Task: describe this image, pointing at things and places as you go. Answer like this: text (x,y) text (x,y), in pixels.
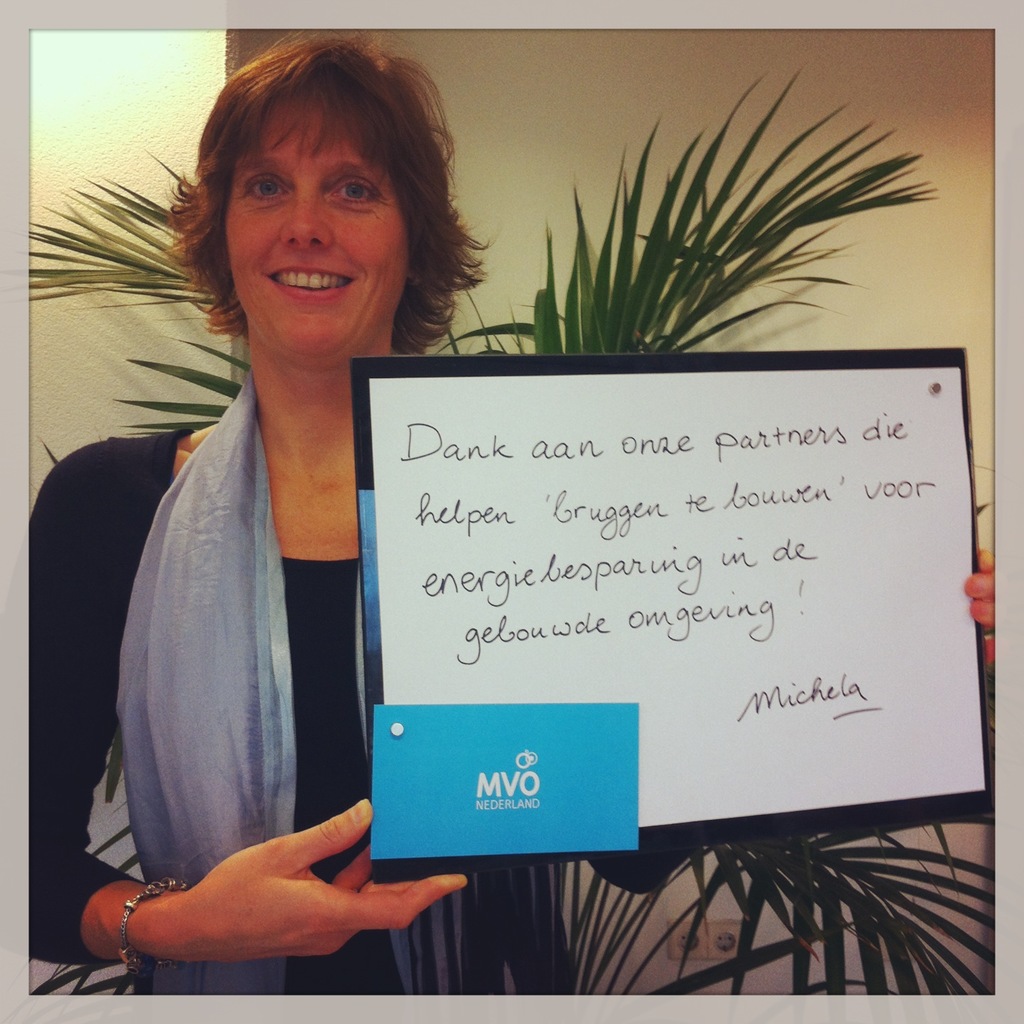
In this picture we can see a woman (161,951) holding the board (620,579), behind we can see potted plant (716,845) and wall (505,177).
